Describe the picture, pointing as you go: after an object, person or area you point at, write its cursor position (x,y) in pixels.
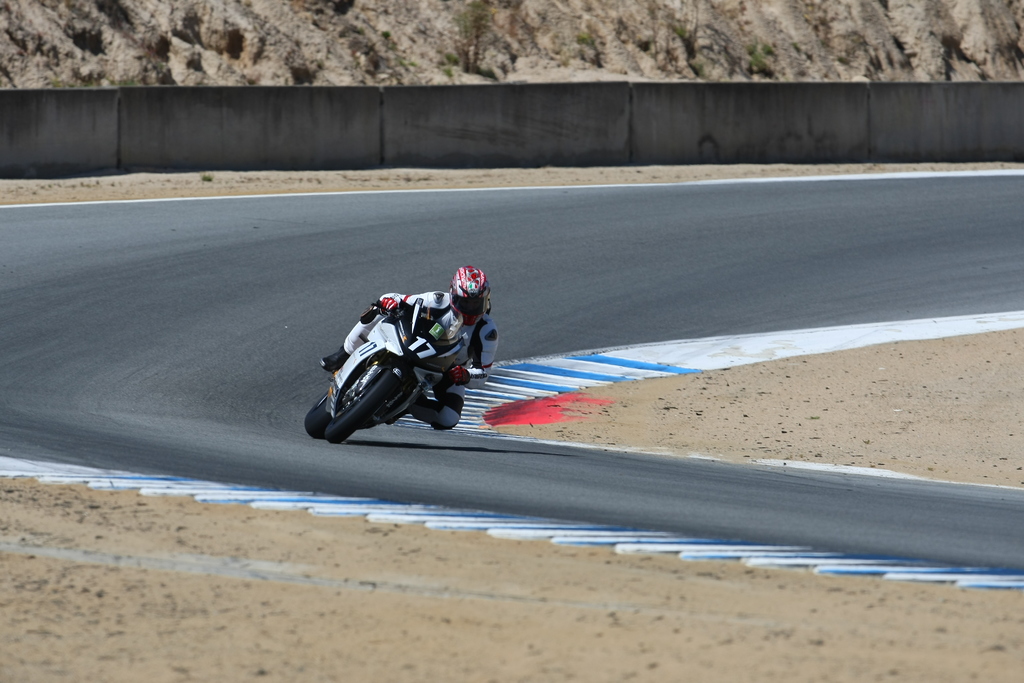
In this image I can see a person (479,346) riding a motor bike (417,326) on the road (493,495) and at the top of the image (488,47) there are rocks (481,48) or sand (542,39).
